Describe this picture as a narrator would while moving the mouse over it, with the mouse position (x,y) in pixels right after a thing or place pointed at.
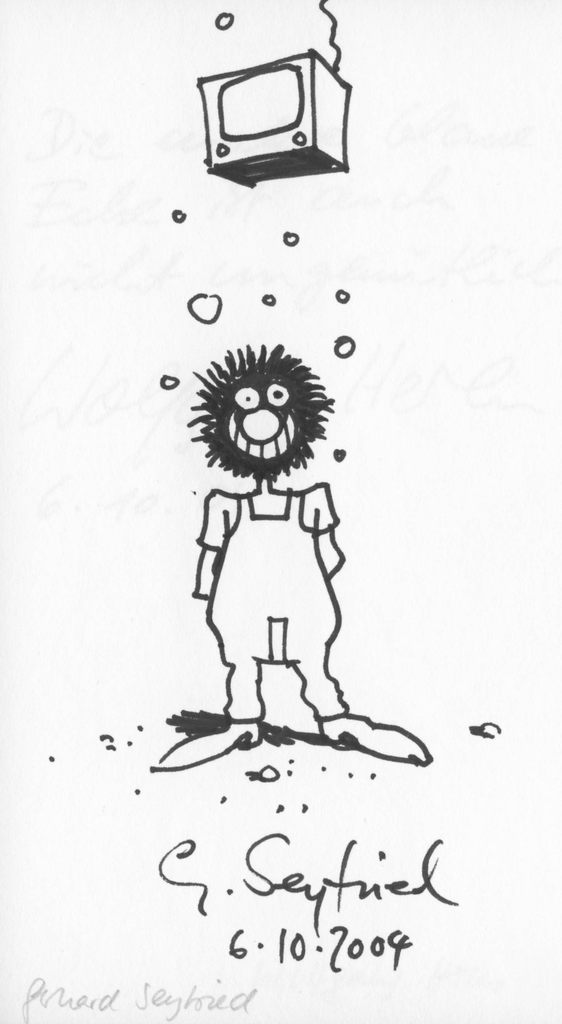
In this picture there is a sketch (181,757) of a person (231,627) standing. At the top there is a television (340,78). At the bottom (175,1002) there is a text (350,858). At the back (53,955) there is a white background (152,928).
